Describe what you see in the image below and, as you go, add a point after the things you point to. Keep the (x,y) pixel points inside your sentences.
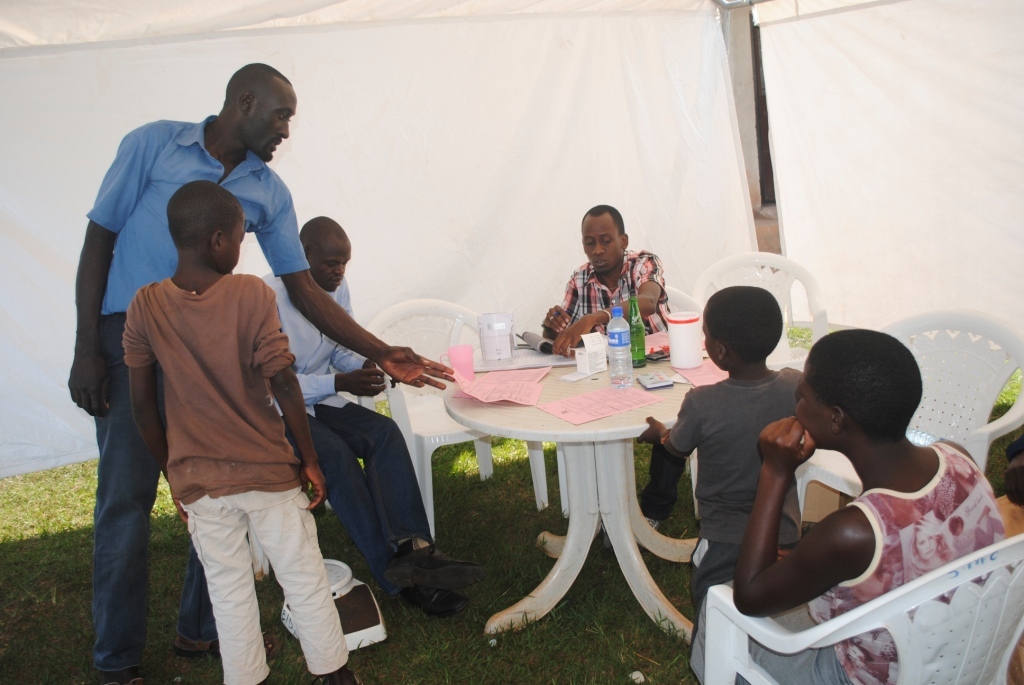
There are four people (583,279) sitting on the chair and two people (258,448) standing. This is a table (564,435) with water bottle (620,370), papers (580,416) and some things (639,359) on it. I can find some empty chairs (970,349). This is a white cloth (625,155) hanging, I can see some object (366,603) placed on the grass (397,632).
